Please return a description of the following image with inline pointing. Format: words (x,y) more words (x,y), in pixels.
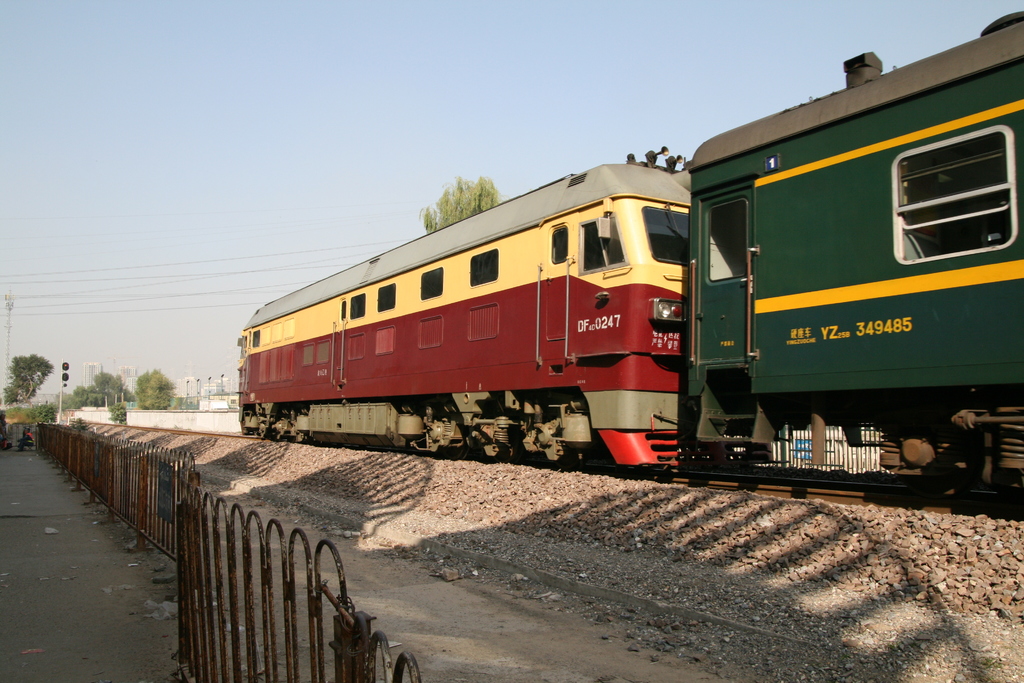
There is a train (299,434) on a railway track (208,436) as we can see in the middle of this image (602,416), and there is a fence (246,554) in the bottom left corner of this image (190,511). We can see a sky (242,182) at the top of this image (328,127), and trees (139,393) on the left side of this image (100,392).
